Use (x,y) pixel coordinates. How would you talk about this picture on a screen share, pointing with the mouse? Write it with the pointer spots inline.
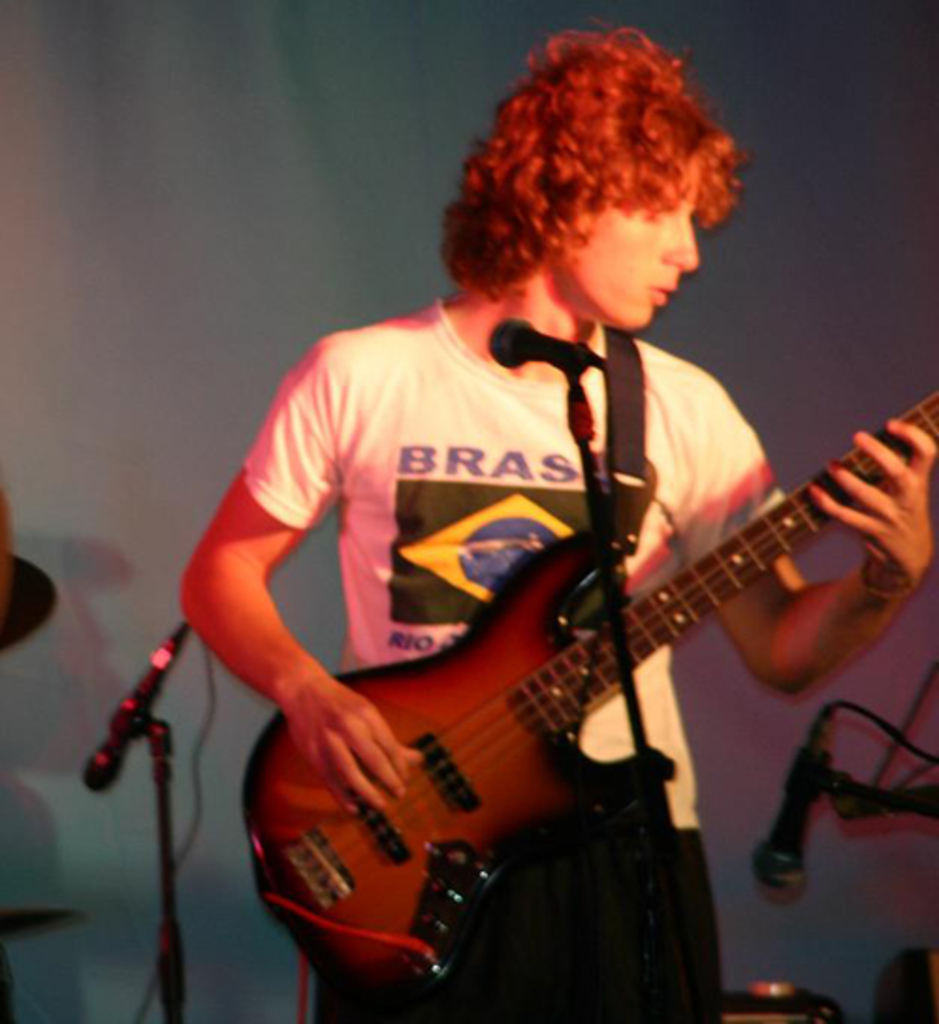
Here we can see one man (488,392) standing in front of a mike (606,532) and playing guitar (448,928). These are mike's (155,666).
